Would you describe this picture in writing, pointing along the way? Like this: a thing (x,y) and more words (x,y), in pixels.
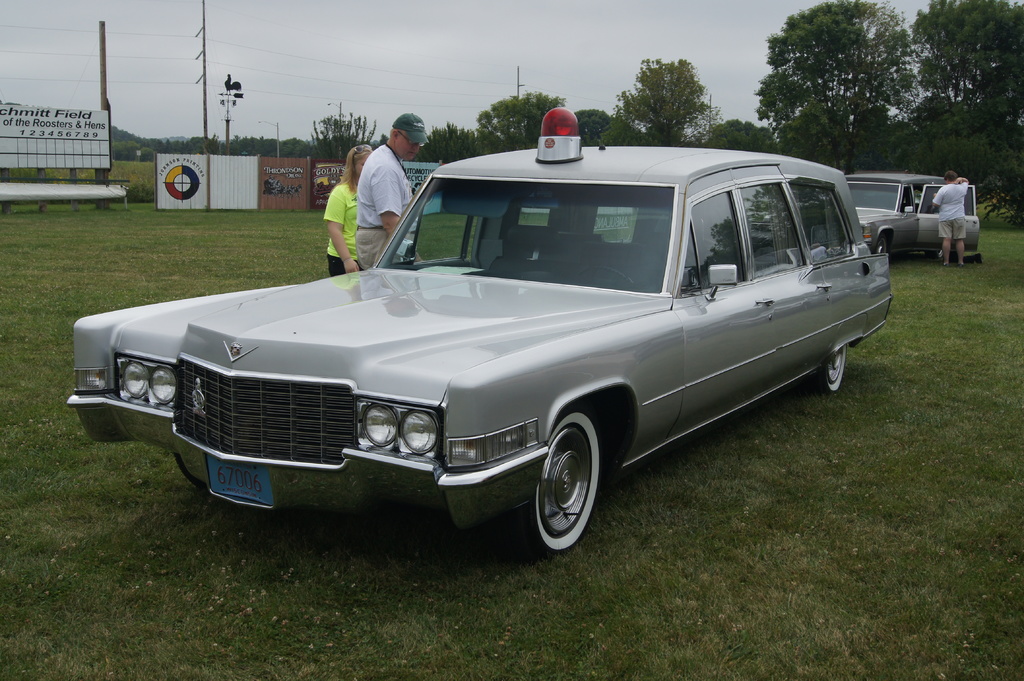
In this picture there is a man (405,202) who is wearing t-shirt (396,163) and trouser (371,239). Besides him there is a woman (353,204) who is wearing green t-shirt (347,226) and black trouser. Both of them are standing near to the car (673,224). On the right (938,198) there is another man (950,214) who is standing near to the door (967,239) of the car (884,178). in the background (868,120) I can see the banners (19,120), posters (282,194), poles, trees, plants (122,177), fencing (237,176) and the steel partition (214,167). At the top (297,115) I can see the sky (403,44) and clouds (405,70). At the bottom (483,658) I can see the grass (437,663).
